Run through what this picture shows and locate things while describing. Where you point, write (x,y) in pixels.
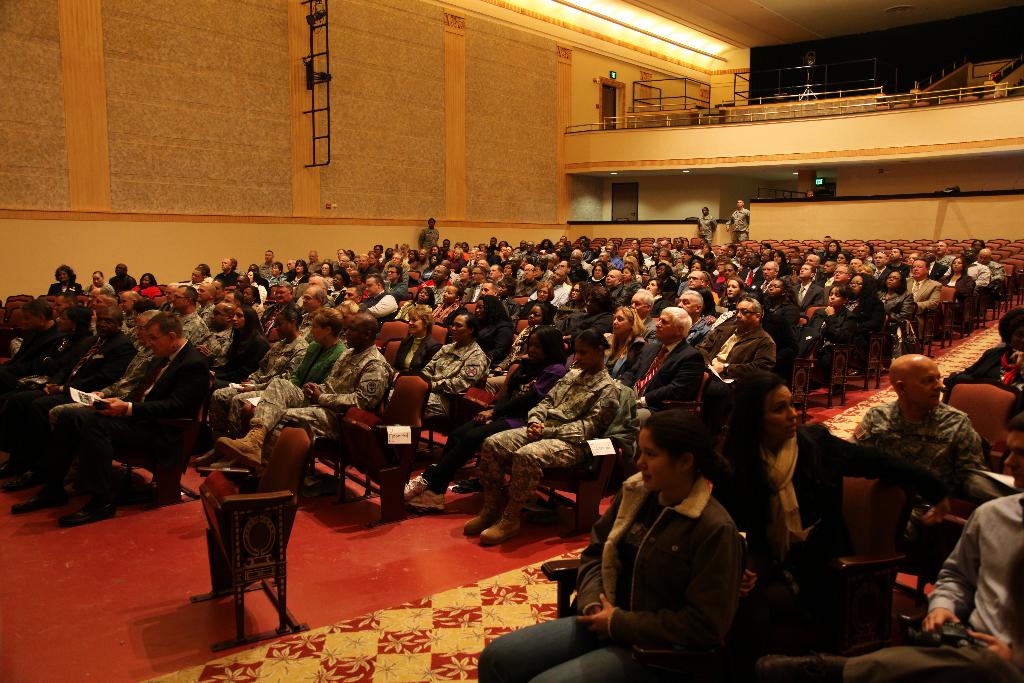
In this picture we can see a group of people (312,262), some people (317,364) are sitting on chairs (398,506), some people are standing and in the background (467,189) we can see a wall (482,220), roof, rods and some objects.
